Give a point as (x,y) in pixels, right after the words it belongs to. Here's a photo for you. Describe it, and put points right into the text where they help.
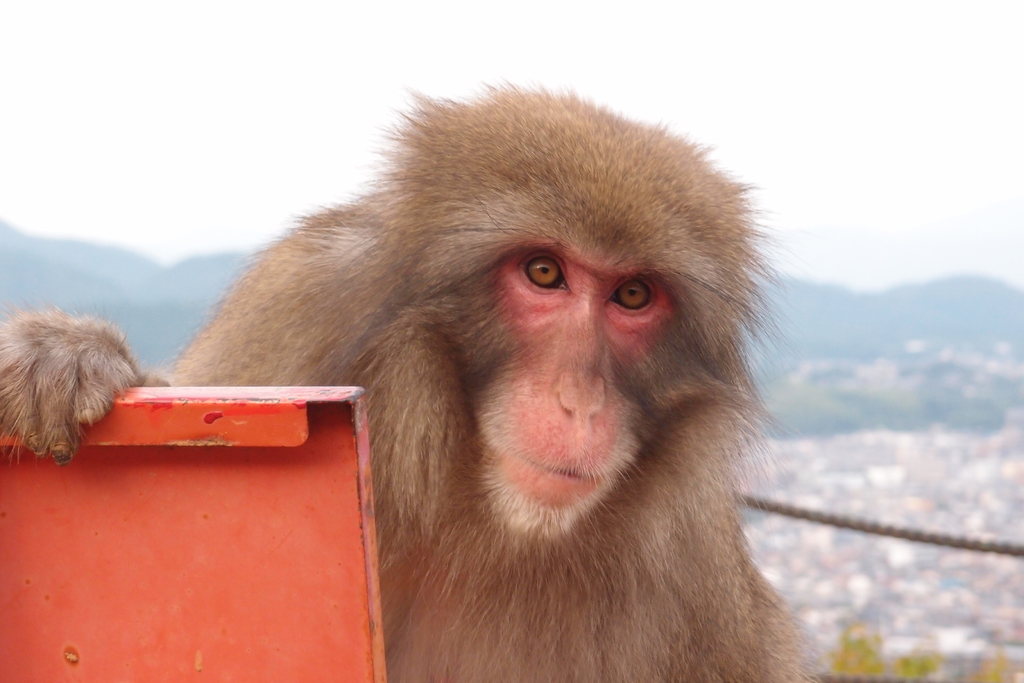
In this picture there is a monkey (623,431) in the center of the image (397,380) and there is a board (265,390) on the left side of the image (283,413).
